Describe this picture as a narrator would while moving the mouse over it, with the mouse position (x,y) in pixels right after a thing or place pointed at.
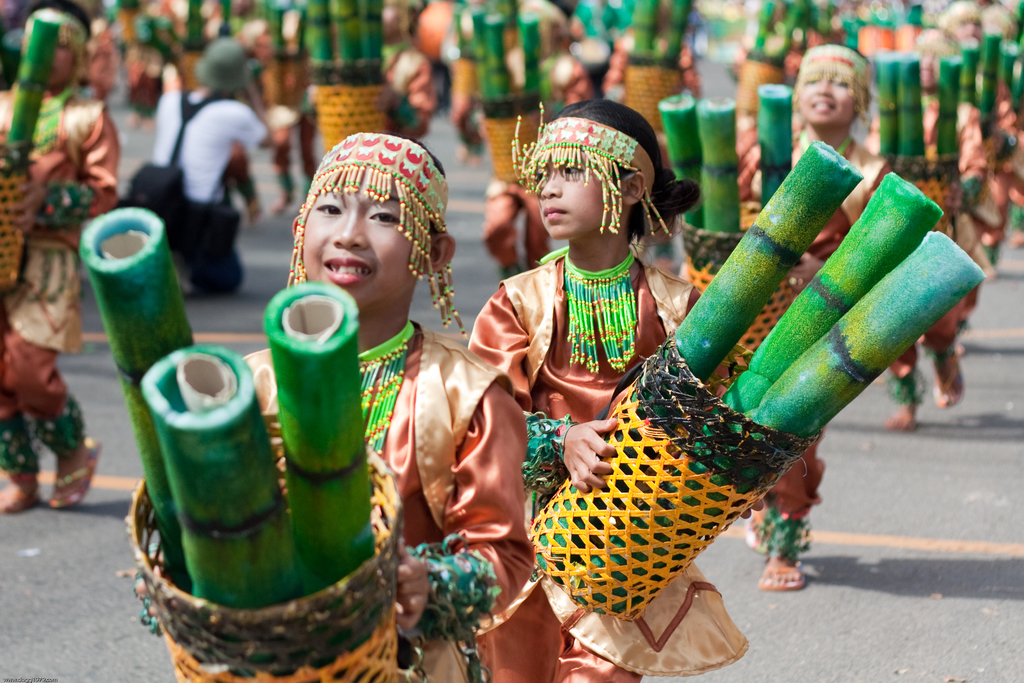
In this picture we can see group of people (568,360), few people (411,339) holding baskets (670,410) in their hands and we can see few objects (340,434) in the baskets (382,540).
